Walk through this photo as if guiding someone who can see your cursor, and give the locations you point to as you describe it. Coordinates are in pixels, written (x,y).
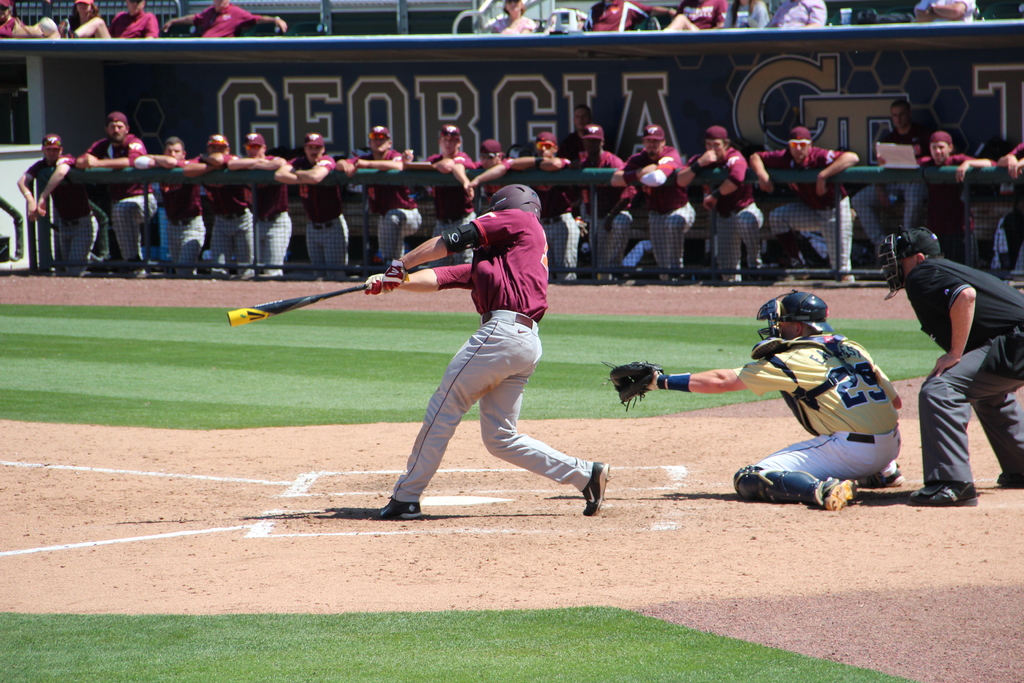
In the ground (373,361), the players (540,315) are playing baseball and there are three men (790,369). One person (507,271) is hitting the ball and the second person (800,380) is sitting on the ground (781,424) and trying to catch the ball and the third person (944,349) is standing in a squatting position, around the ground (731,351) there are many other players (117,150) watching the match.
